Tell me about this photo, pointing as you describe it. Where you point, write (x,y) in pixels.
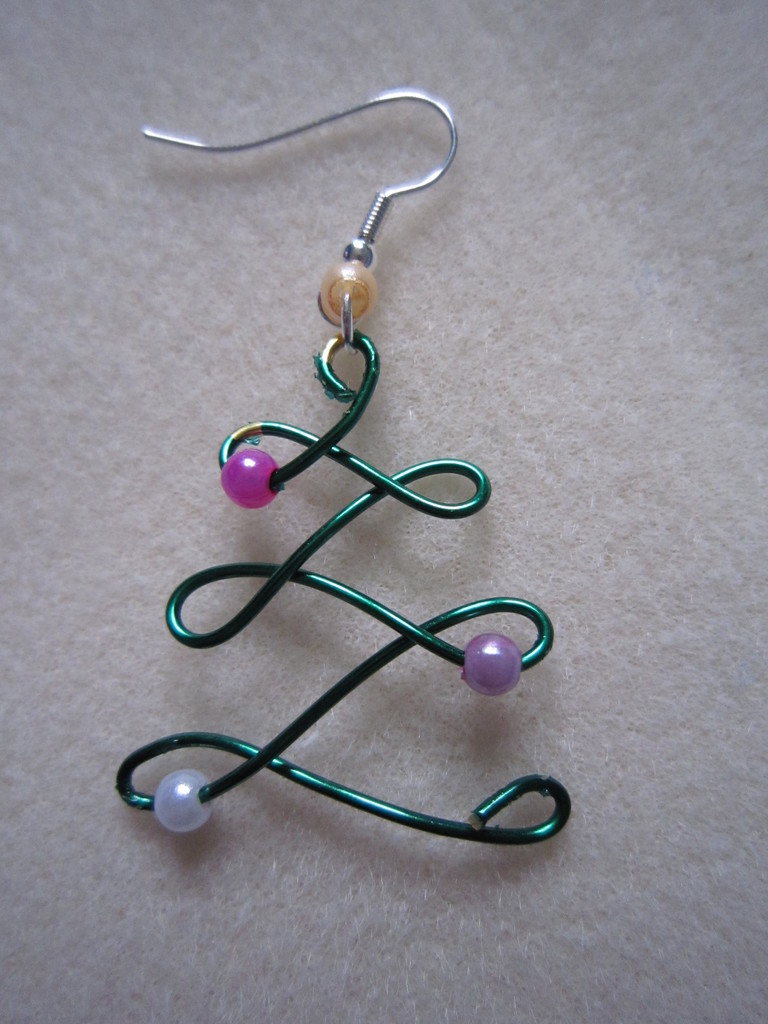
In this image I can see an earring (358,333) on the white color surface (383,455).
